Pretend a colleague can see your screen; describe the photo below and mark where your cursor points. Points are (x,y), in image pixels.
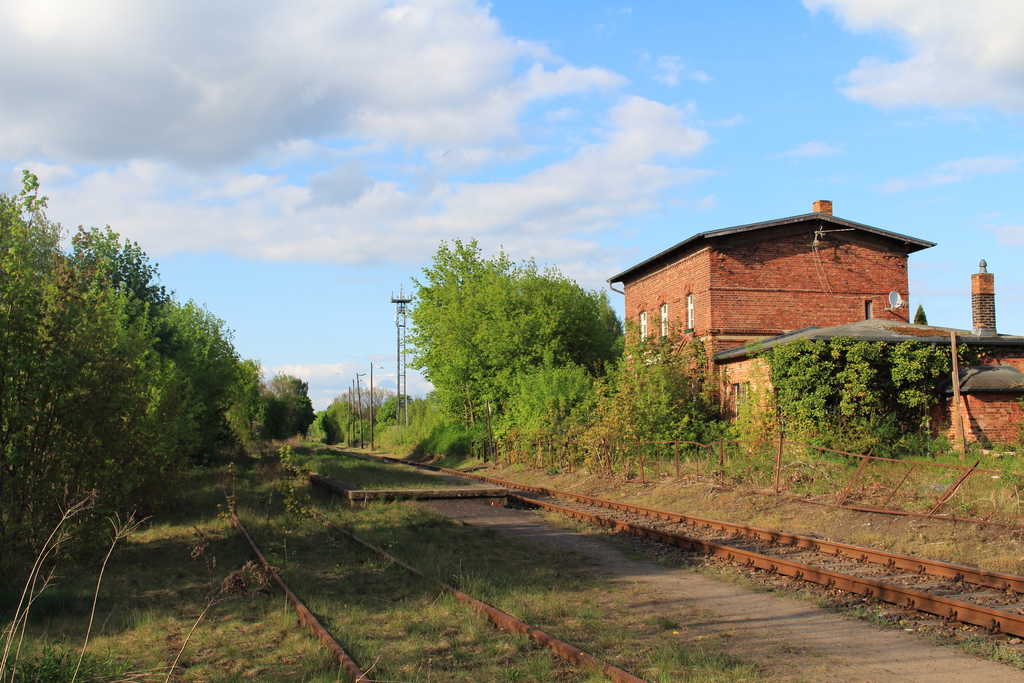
In this image there is sky (240,90), there are clouds (231,71) in the sky (215,71), there are trees (148,386), there is a tower (402,348), there are poles (360,415), there is grass (348,571), there is a railway track (664,546), there is a fencing (905,502), there is a house (813,323).
